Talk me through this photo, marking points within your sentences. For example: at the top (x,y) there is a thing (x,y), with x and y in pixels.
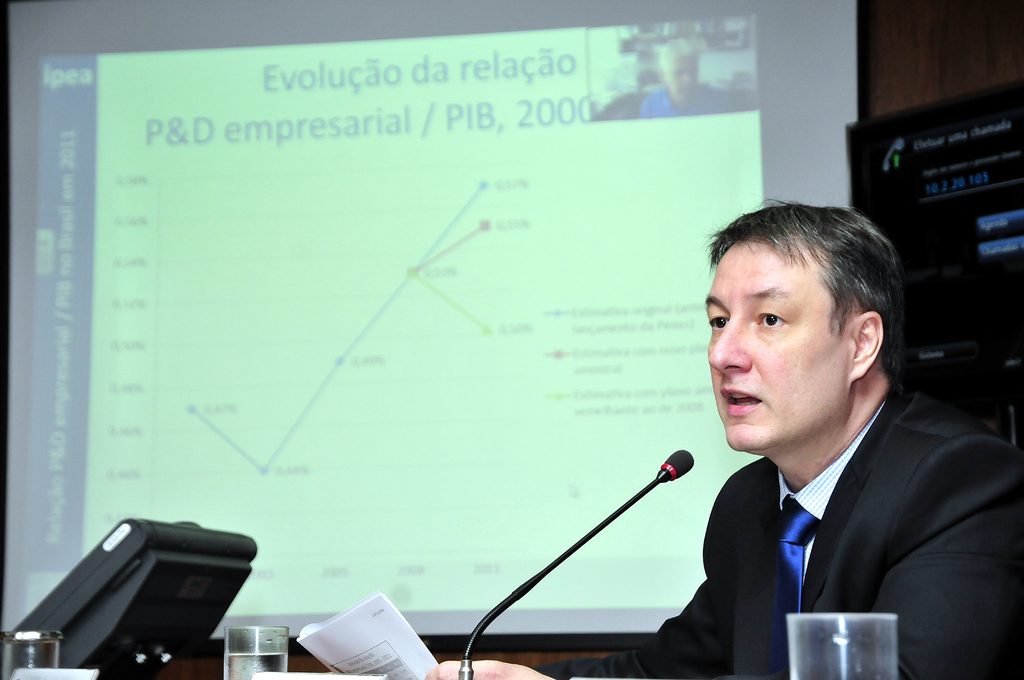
On the right side of this image (819,435) there is a person (793,382) wearing black color suit (887,562), facing towards the left side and speaking on the microphone (649,487). This person (746,424) is holding some papers (401,645) in the hands (473,666). At the bottom (257,661) I can see few glasses (230,655). On the left side (134,591) there is a black color box (150,557). In the background (229,131) there is a screen (314,120) on which I can see some text (122,301).
